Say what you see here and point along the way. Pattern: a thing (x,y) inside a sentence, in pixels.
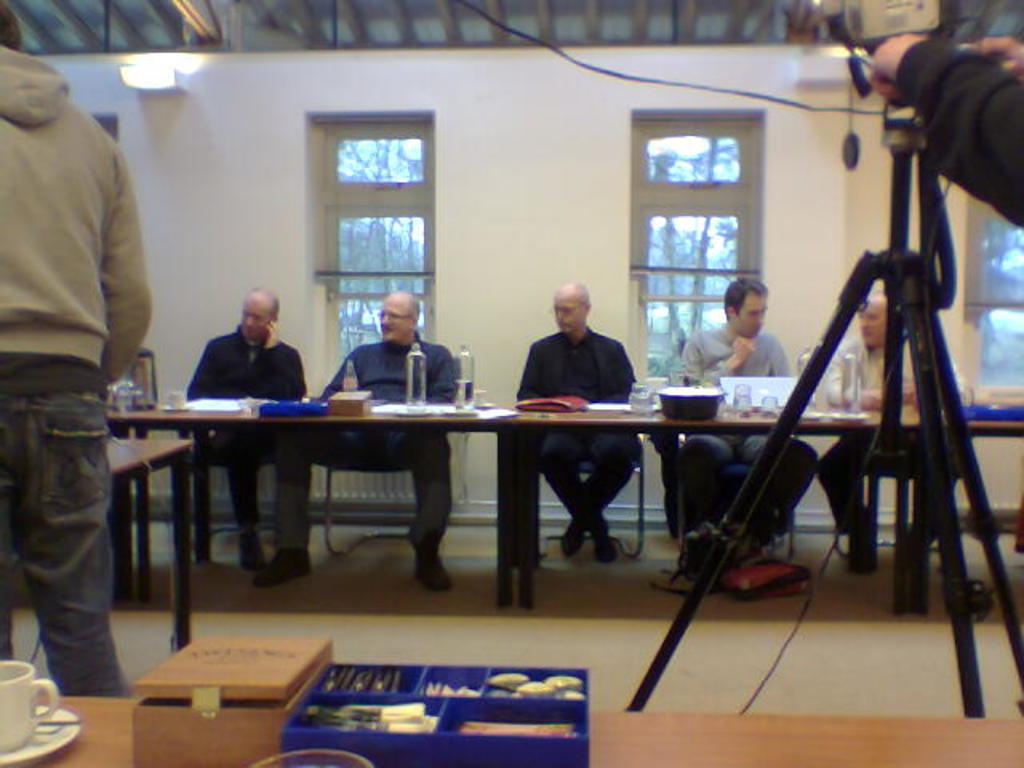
In the image we can see there are people (219,455) who are sitting on chair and in front of them there is a table (962,411) on which water bottle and bowl (671,408) are kept and at the back (229,194) there are two windows (741,194) on the wall (282,189) and over here the man (108,174) is standing and he is wearing a jacket (83,247). On the table (638,742) in front (203,729) we can see there is a wooden box (210,706) and a cup saucer (19,743).
